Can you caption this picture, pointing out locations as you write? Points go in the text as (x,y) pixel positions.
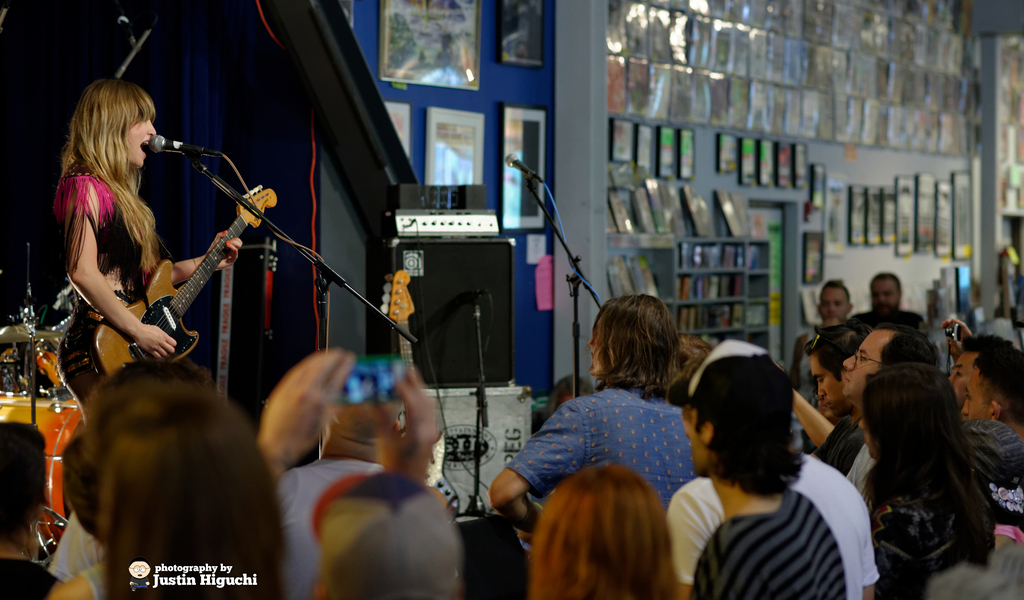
In the image we can see there are lot of people (903,442) who are standing and they are looking at a woman (147,245) who is standing and holding guitar (147,312) in her hand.
